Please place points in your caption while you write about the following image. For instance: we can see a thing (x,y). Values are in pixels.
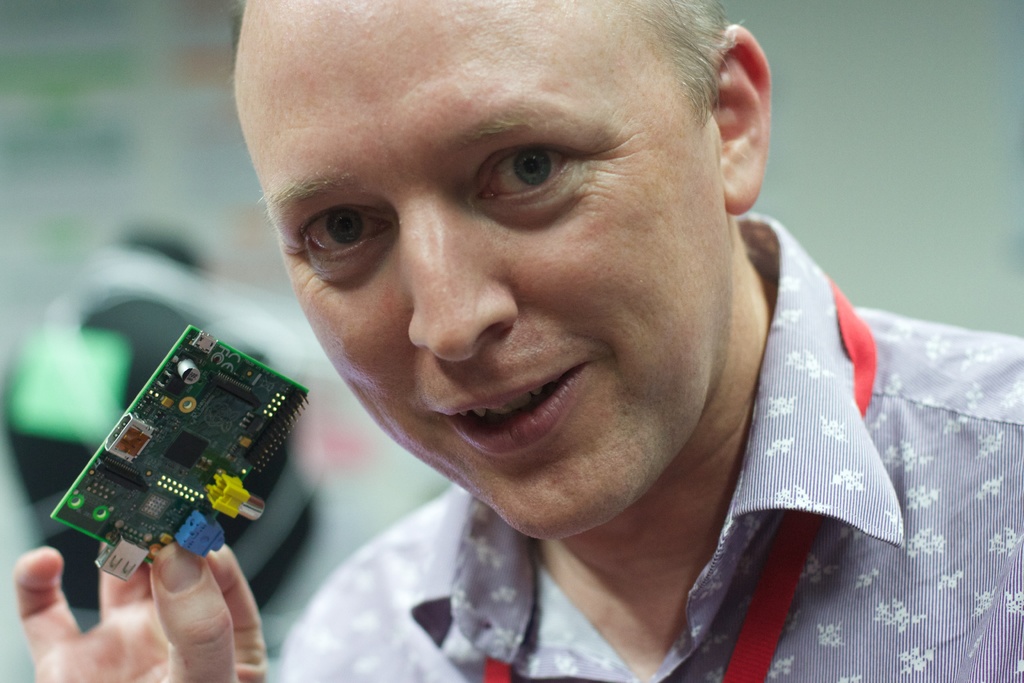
In this picture we can see a person (678,510) is holding an integrated circuit (217,465), we can see a blurry background (172,93).
